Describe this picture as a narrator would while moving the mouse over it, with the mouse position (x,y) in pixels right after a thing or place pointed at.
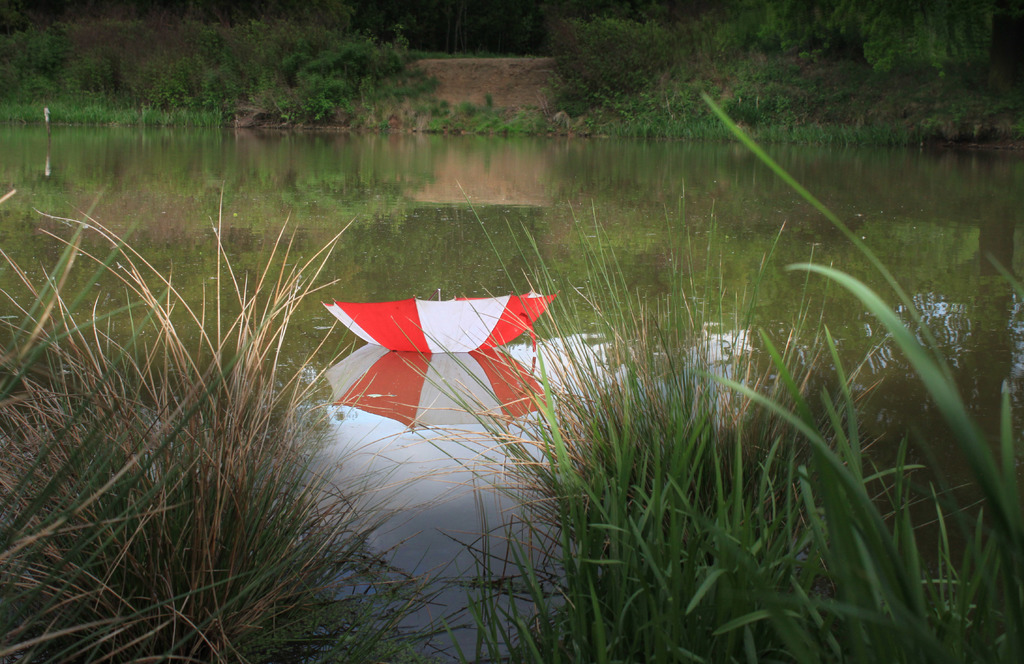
In the picture there is water (753,242), in the water (485,403), there is an umbrella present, there are trees (18,71), there is grass (790,631).
